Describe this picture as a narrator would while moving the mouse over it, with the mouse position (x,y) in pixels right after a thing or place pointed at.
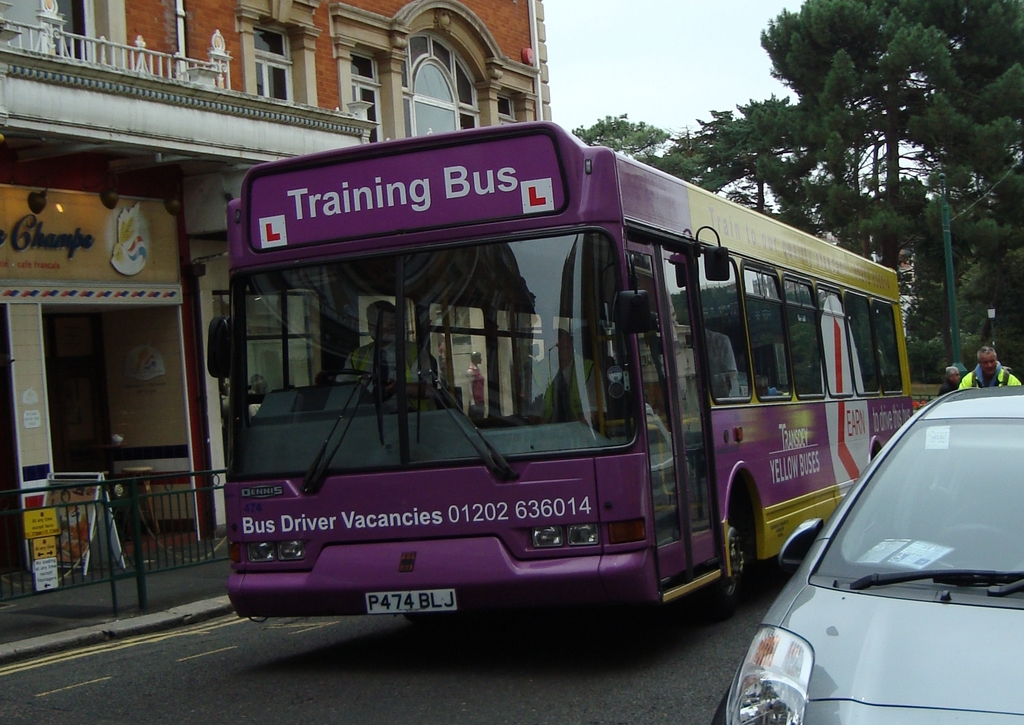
In this picture there is a bus (472,427) in the center of the image (380,376) and there is a car (843,574) on the right side of the image (965,650) and there are trees (948,97) on the right side of the image (852,68), there is a building (182,203) and a boundary (173,480) on the left side of the image (209,483).
